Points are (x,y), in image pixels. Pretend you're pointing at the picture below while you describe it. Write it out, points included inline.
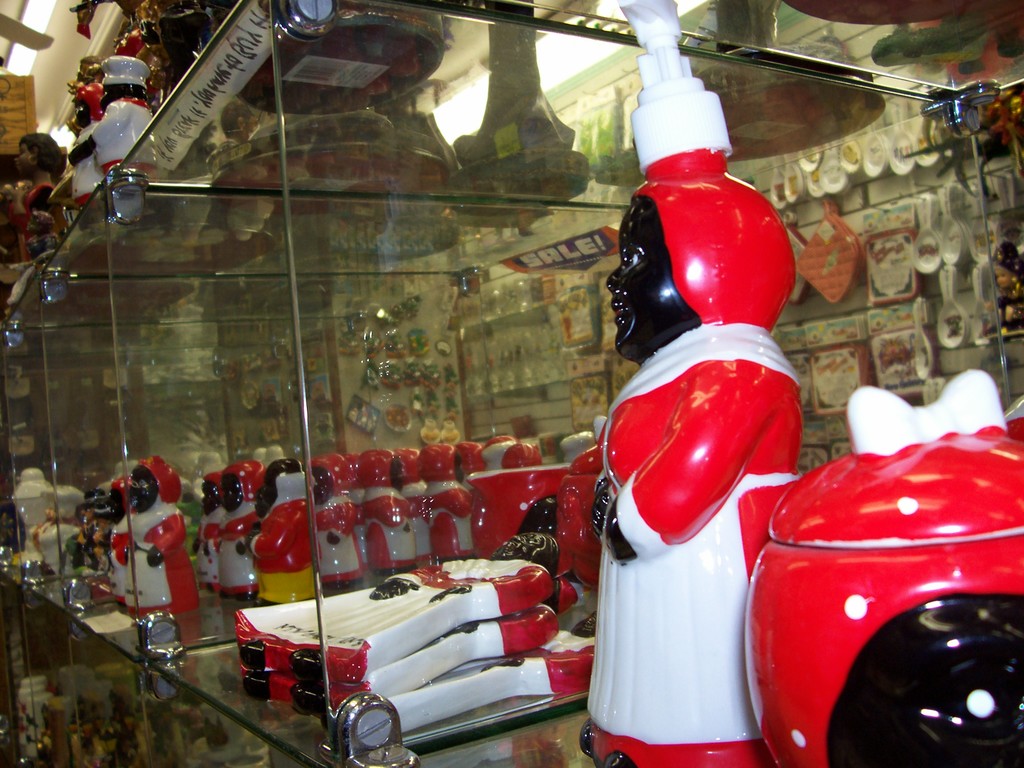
On the right side of the image (719,625) we can see toys (696,519). In the center of the image (531,459) we can see toys (256,471) arranged in shelves (382,552). In the background (906,147) we can see wall (616,204) and some objects (594,359).
